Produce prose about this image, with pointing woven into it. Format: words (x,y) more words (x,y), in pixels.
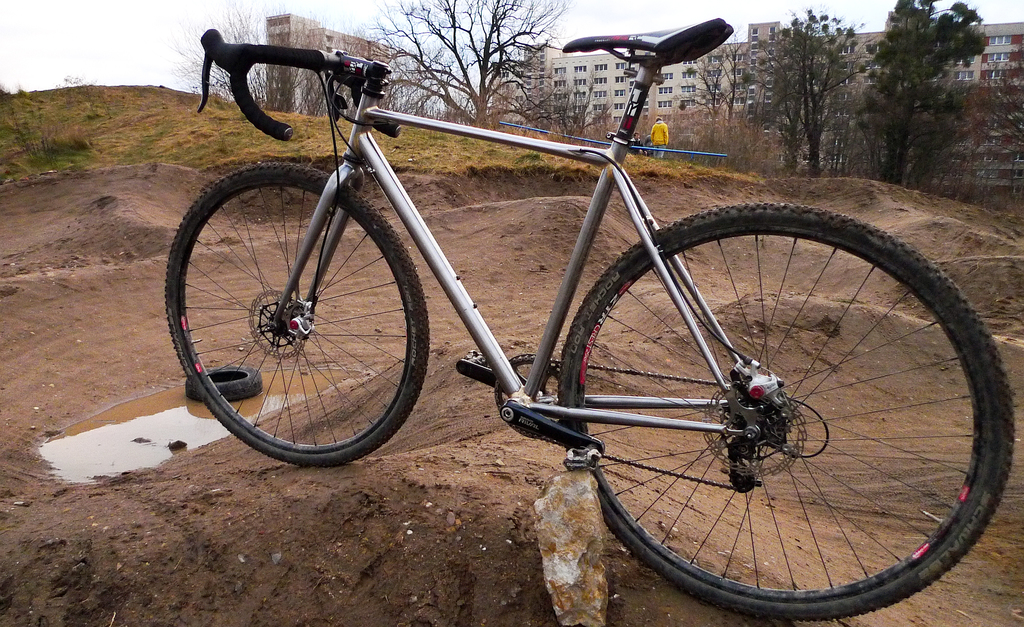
In this image there is cycle (462,370) which is parked on the sand (355,421). In front of the cycle (358,454) there is water (172,427). In the water (185,428) there is a Tyre (226,380). In the background (598,78) there are so many buildings (749,93) and trees (870,112) in between them.
